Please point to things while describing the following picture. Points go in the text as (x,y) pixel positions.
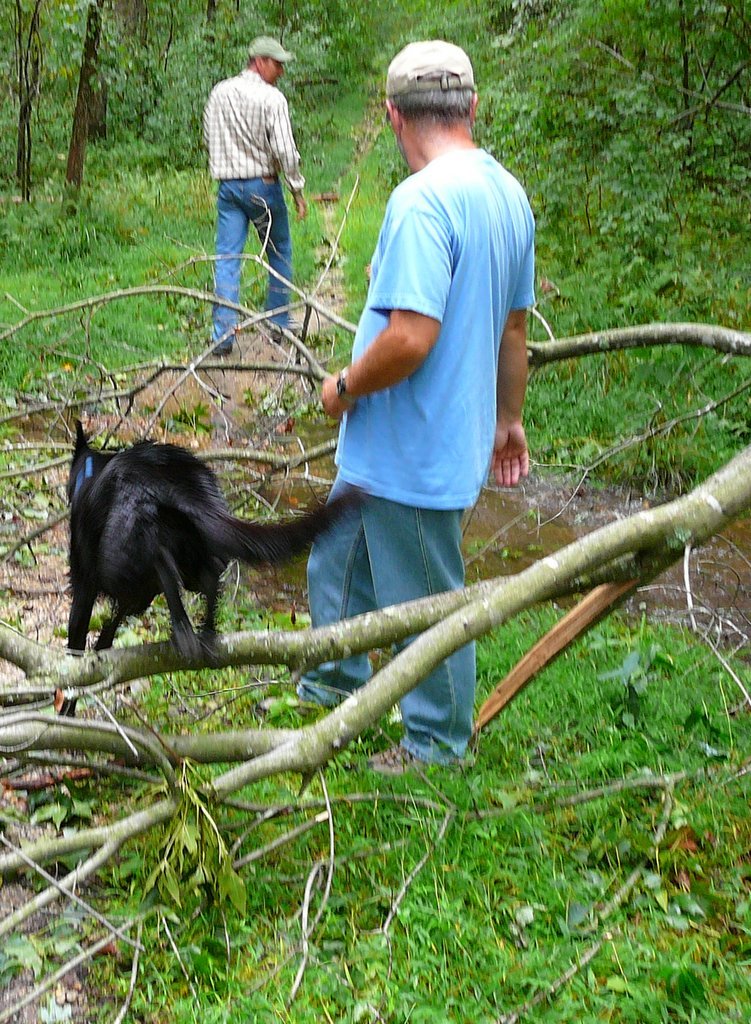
In this image we can see two persons (350,386) and a dog (283,538), there are plants (131,639), trees (152,653), and grass (155,990), also we can see the water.
